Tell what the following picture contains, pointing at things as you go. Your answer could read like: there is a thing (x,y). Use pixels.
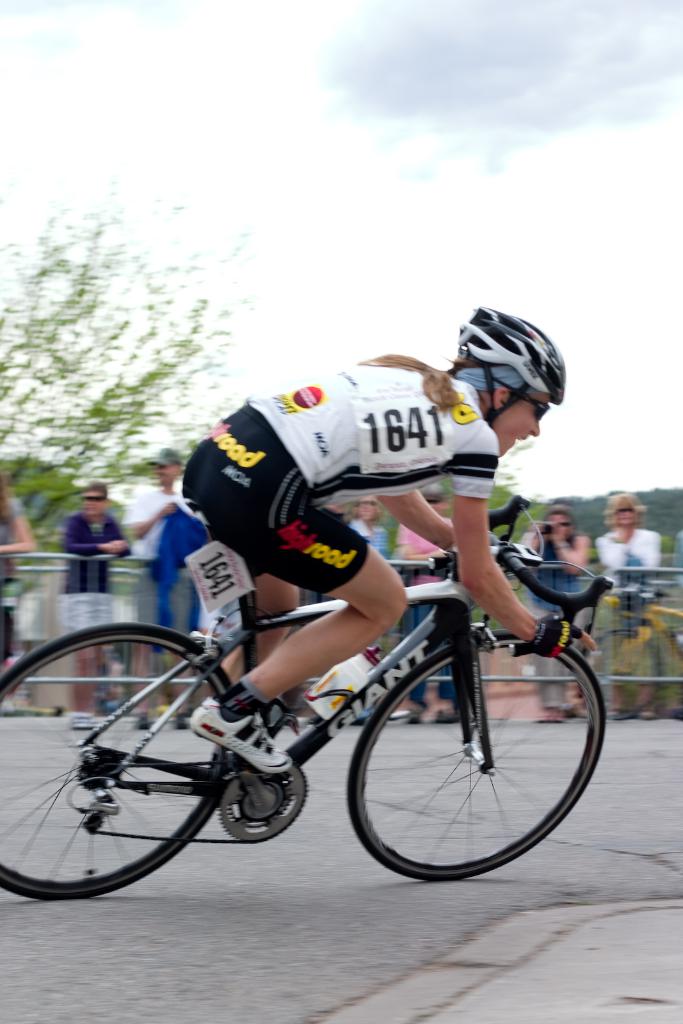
In this picture there is a girl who is riding the bicycle (37,805) at the center of the image (245,518) and there are some trees (41,319) around the area of the image and there are people (103,492), those who are standing and seeing the girl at the center of the image (332,445), it seems to be a competition.
